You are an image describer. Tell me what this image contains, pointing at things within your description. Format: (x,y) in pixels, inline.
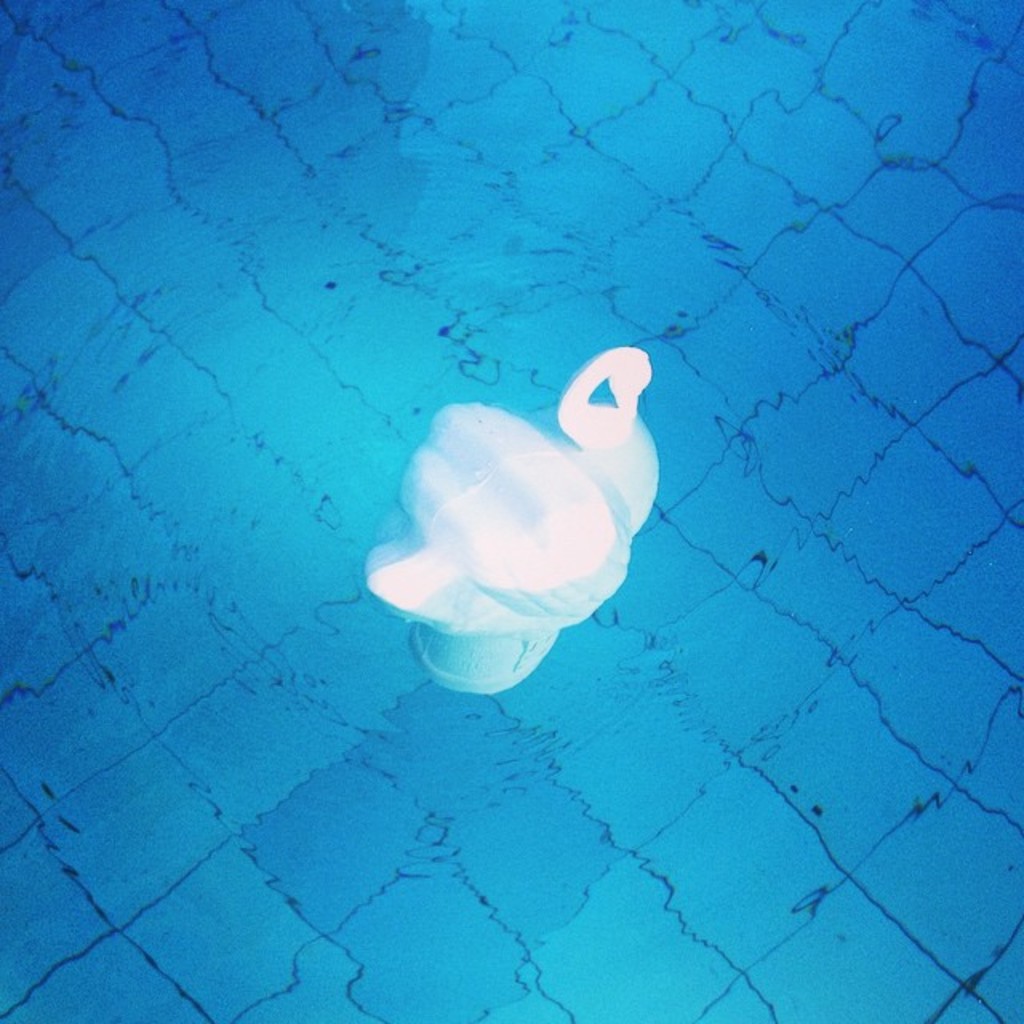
In this image we can see depiction of a swan (596,412) in water (780,539).
